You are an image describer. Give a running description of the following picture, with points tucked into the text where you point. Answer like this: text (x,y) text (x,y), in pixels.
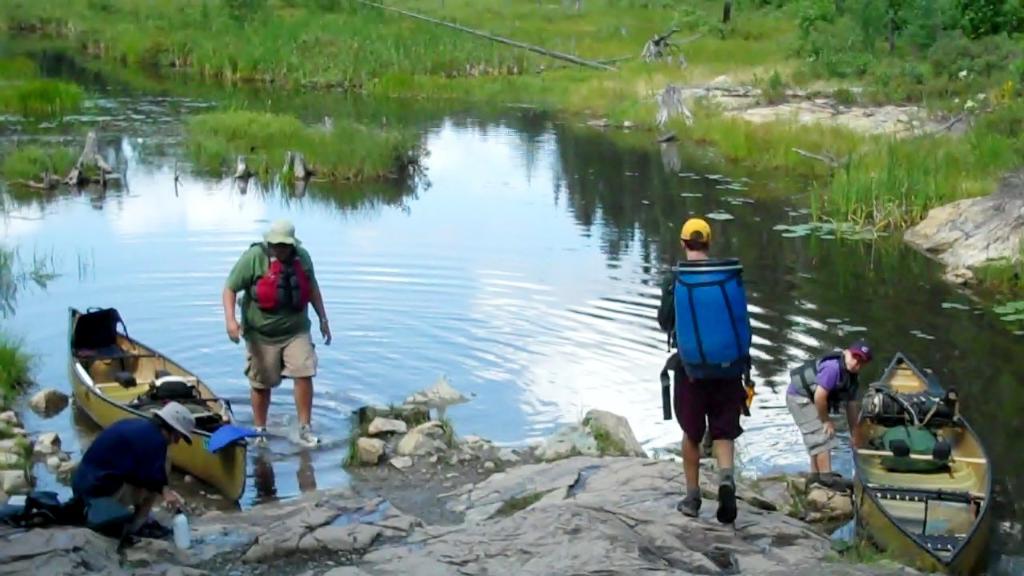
In this image there is water (457,220) in the middle (582,355). At the bottom (722,408) there are four people (725,388) standing on the stones (461,521). There are two boats (108,399) in the water (1023,515). At the top (504,80) there is grass (619,90). On the left side (132,470) bottom there is a person (125,471) who is sitting on the stone (78,535). Beside him there is a bag (43,512) and a bottle (178,530).
